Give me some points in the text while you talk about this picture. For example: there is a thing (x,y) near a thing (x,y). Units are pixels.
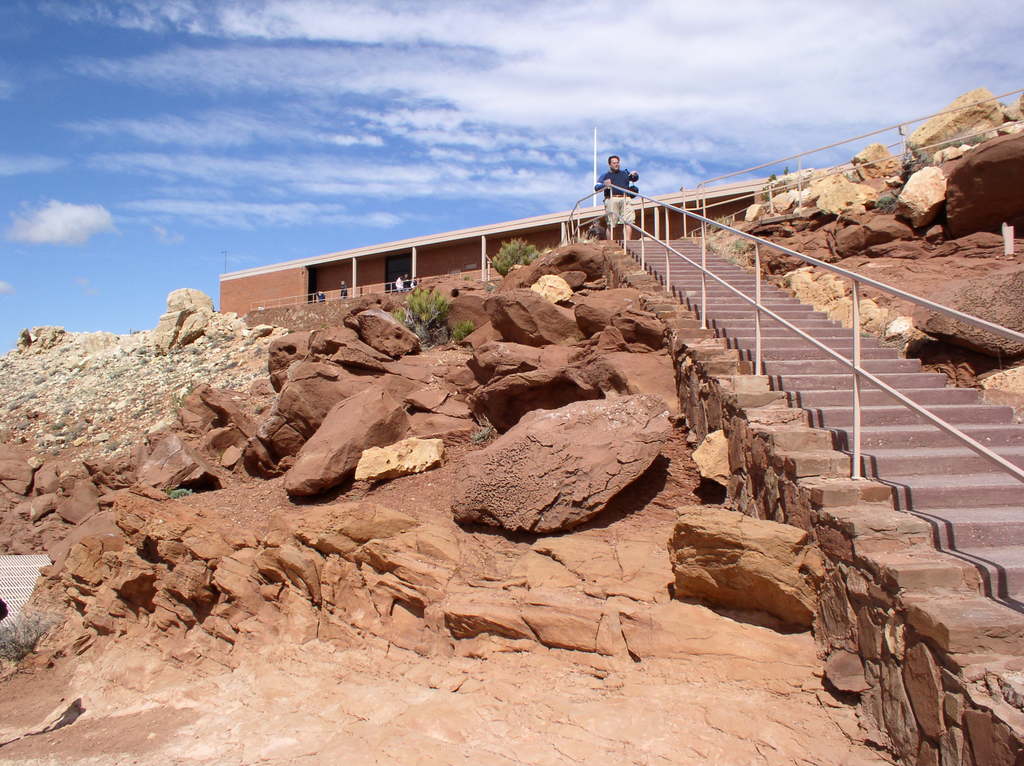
In this image there is a mountain (444,592). There are plants (469,326) and rocks (901,211) on the mountain (845,212). On the top of the mountain (325,332) there is a house (378,252). To the right (728,305) there are steps (822,336) on the mountain (862,486). Beside the steps (698,256) there is a railing (704,284). There is a man (620,203) standing at the top of the steps (648,244). There are few people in the house (357,272). At the top (352,99) there is the sky (407,111).
